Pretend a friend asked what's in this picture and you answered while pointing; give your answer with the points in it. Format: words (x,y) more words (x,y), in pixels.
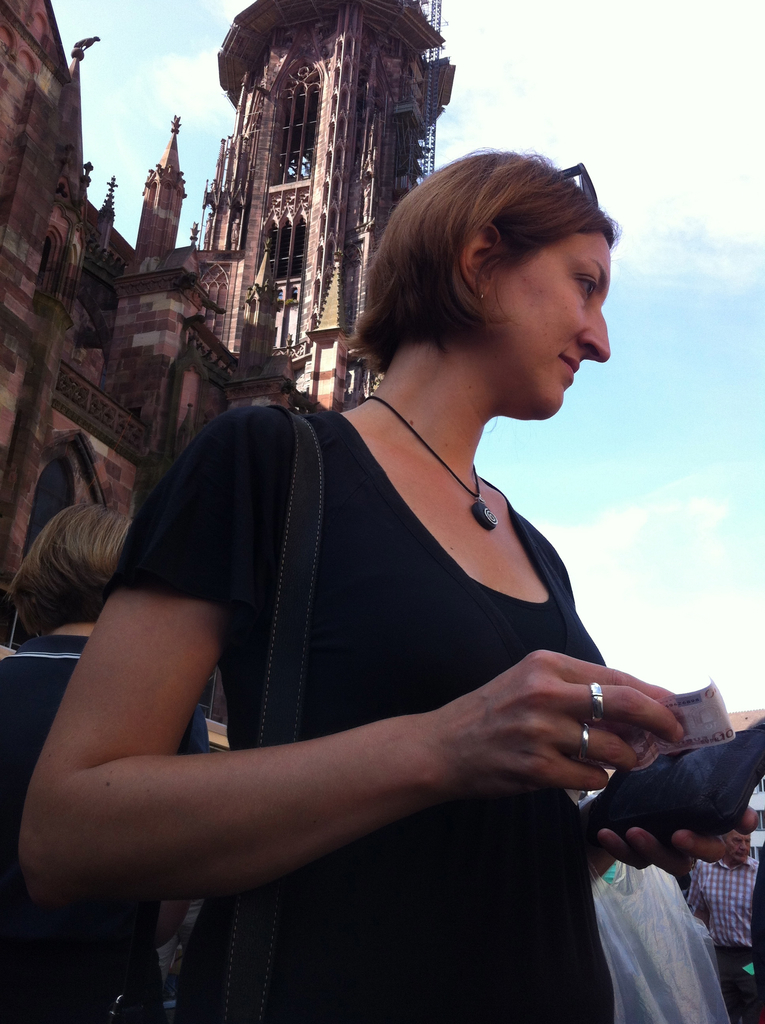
This is an outside view. Here I can see a woman (404,728) wearing black color dress (339,591), bag (245,966) to the hand (596,752) and holding a wallet (684,755) in the hands (577,782) and standing. She is looking towards the right side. In the background (32,683), I can see some more people (41,665). On the top of the image (145,273) I can see a building (268,108) and sky (639,147).
